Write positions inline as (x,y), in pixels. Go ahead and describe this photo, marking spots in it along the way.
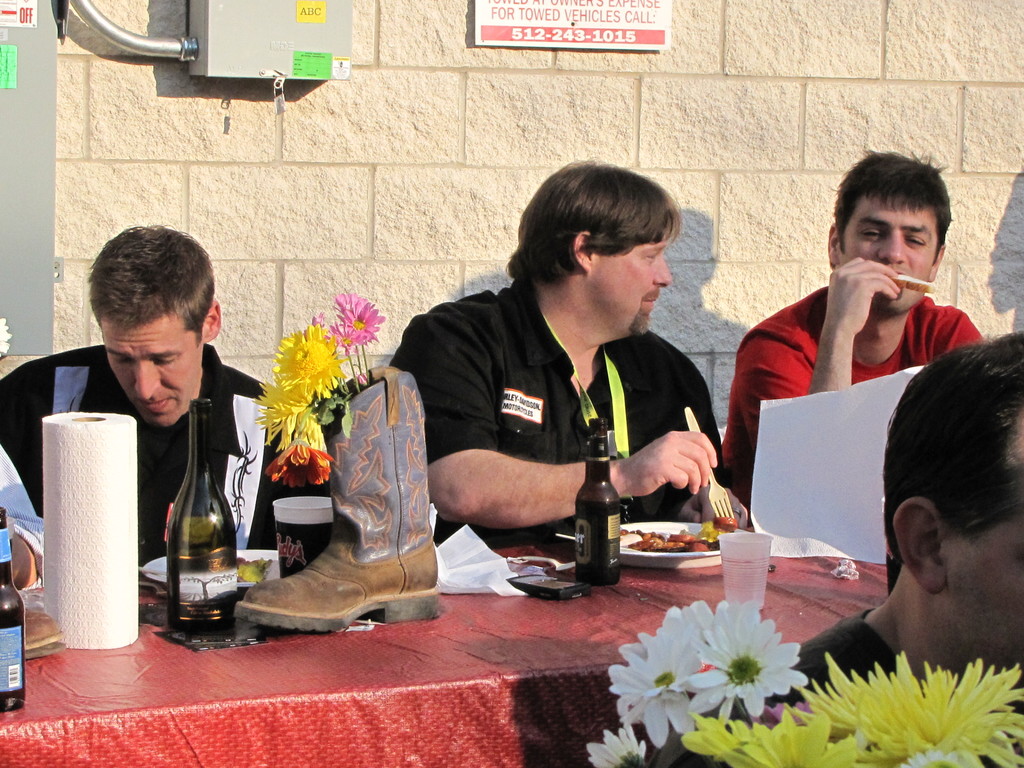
In the middle of the picture (537,317) we can see people (537,382), table (186,652), drink (204,521), flowers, food items (625,531), papers (839,458) and other objects (732,588). In the foreground (873,667) there are flowers (902,665) and a person (992,587). In the background (384,59) we can see wall (568,59), board (526,38), box (227,46), pipe (193,38) and a pole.
